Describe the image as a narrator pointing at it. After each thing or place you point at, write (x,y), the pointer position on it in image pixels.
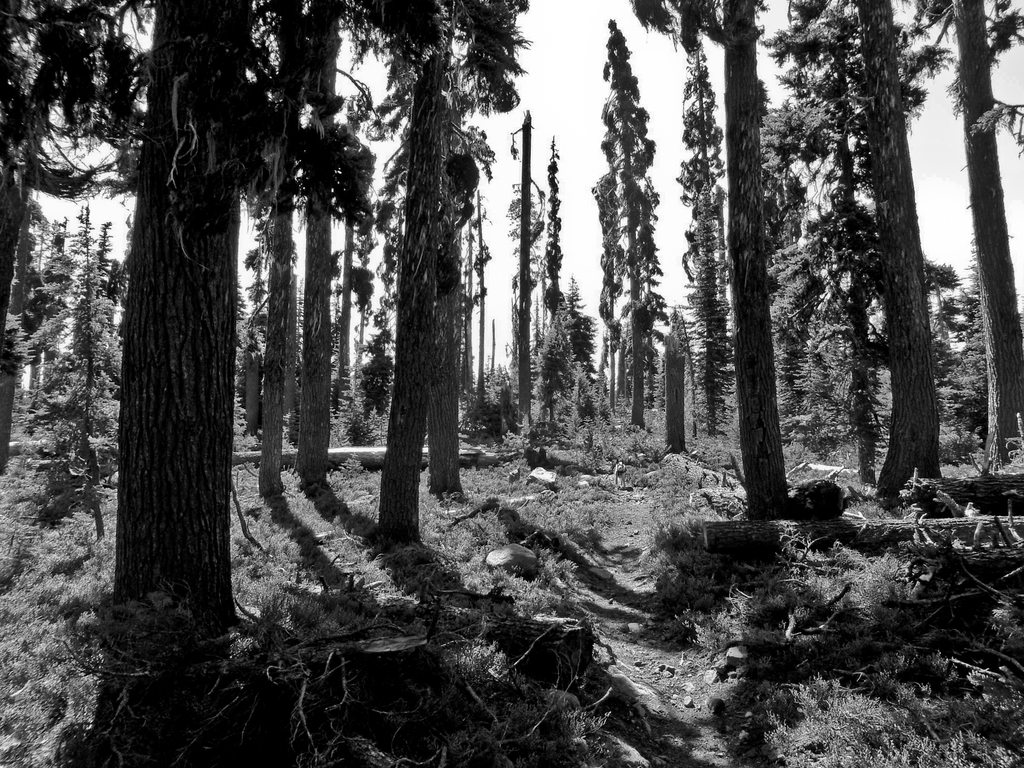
In this picture there are trees (95,478) in the image.
